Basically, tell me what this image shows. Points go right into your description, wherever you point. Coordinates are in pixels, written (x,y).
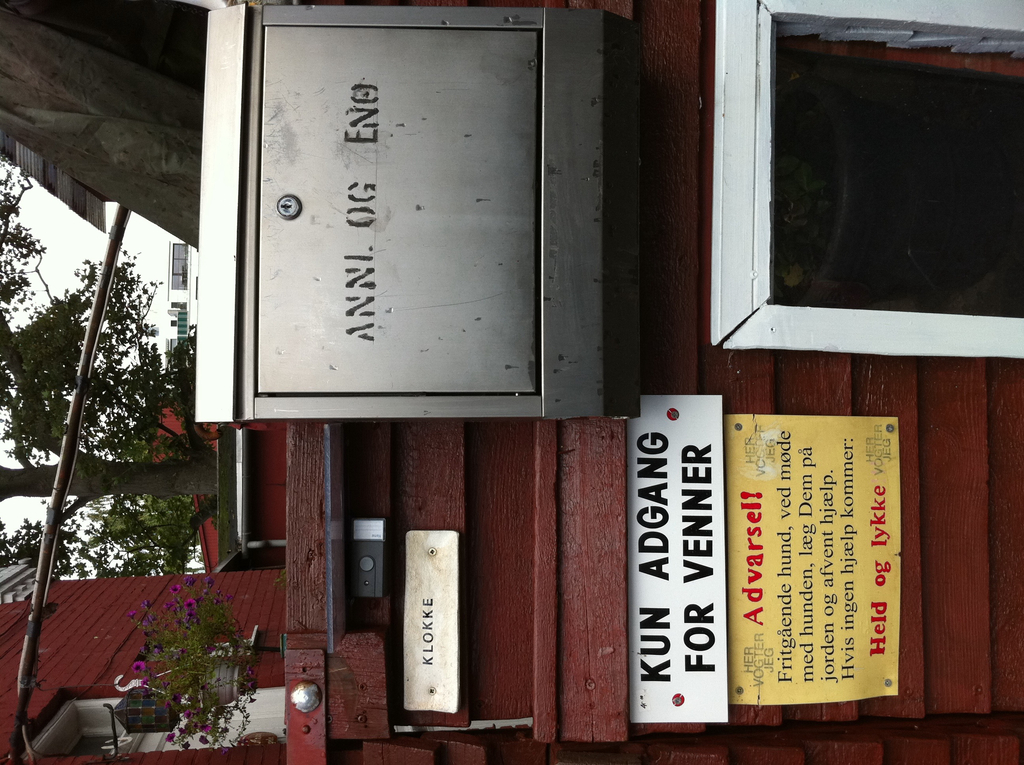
We can see locker (489,353) and boards (658,558) on wooden surface (491,457). In the background (188,673) we can see plant (200,676) with pot (232,691), flowers (165,686), lights (124,702), houses (104,668), tree (118,347) and sky (30,228).
